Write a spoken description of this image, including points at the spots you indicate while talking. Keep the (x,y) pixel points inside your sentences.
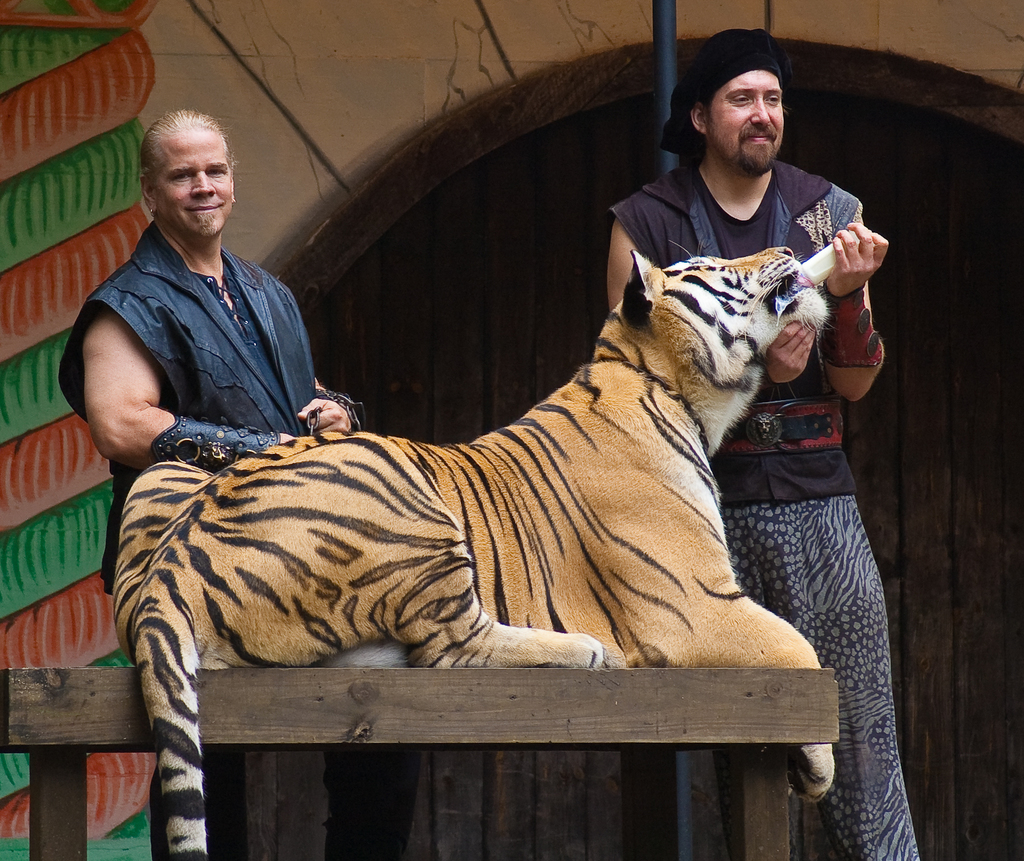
In this picture we can see there are two people (796,354) standing and a person (768,475) is holding an object (808,269) and a tiger (352,483) is sitting on a wooden object (575,676). Behind the people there is a wooden door (401,319) and a wall (327,115).
